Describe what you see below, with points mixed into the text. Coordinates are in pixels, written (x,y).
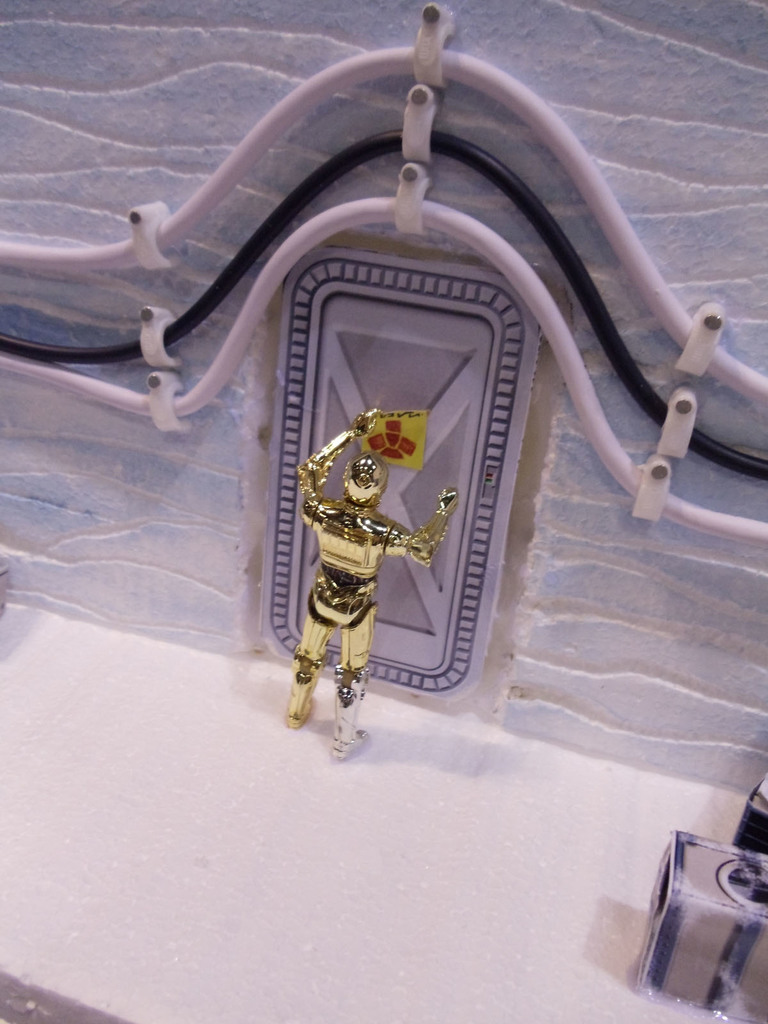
In the picture we can see a desk (17,629) with an artificial wall (224,468) with a door (296,291) in front of it, we can see a sculpture of a person (370,468) standing which is gold in color and holding some yellow color bit of paper (409,435) in the hand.
